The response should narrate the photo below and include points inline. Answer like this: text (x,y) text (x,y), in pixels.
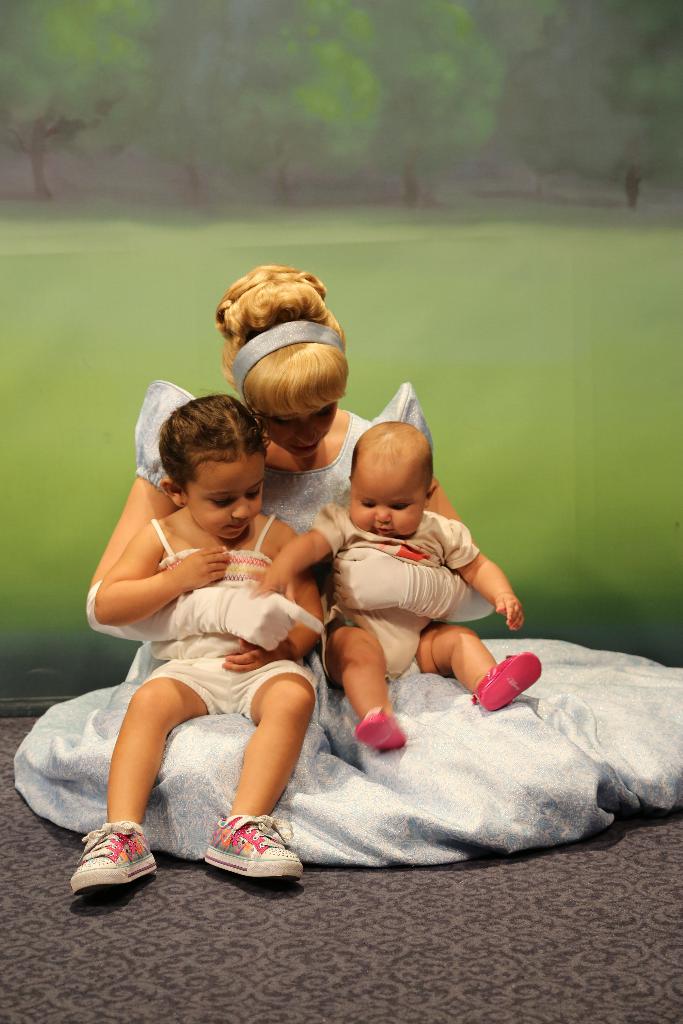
In the image there is a woman (314,448) sitting on floor (452,925) with two babies (267,711) in her hands (389,564), she wore a white gown (366,794). in the background (493,616) there is wallpaper (468,265) with greenery (430,222).
